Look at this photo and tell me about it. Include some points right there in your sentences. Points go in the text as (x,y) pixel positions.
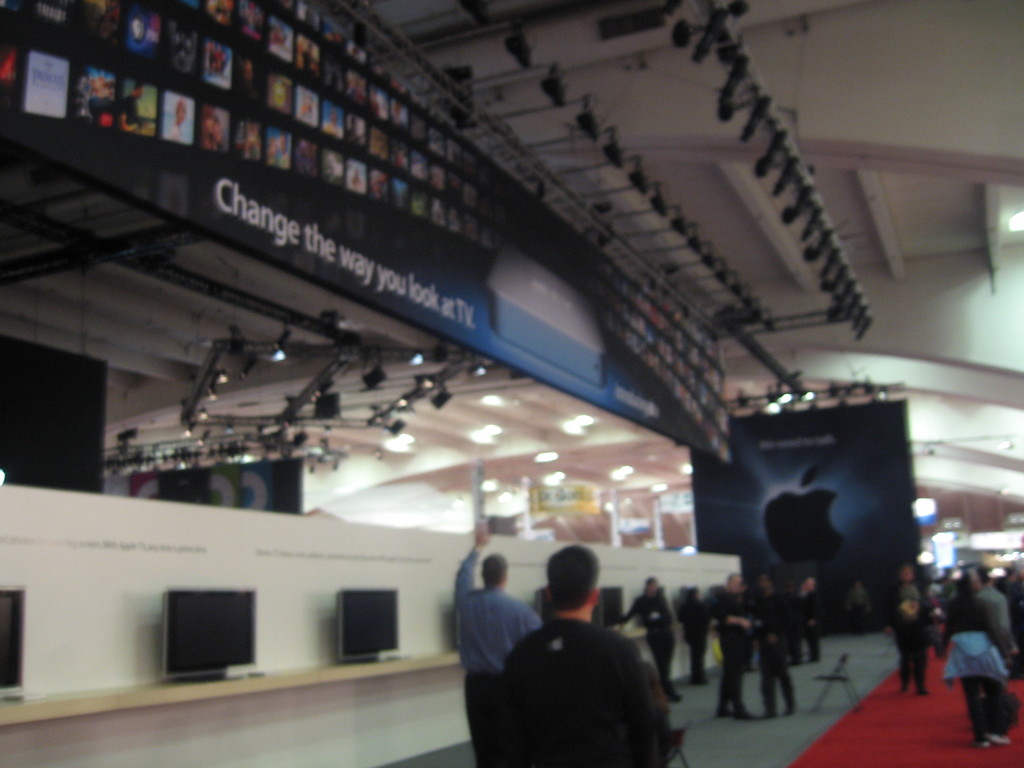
In this image we can see group of people (607,720) standing on the ground (745,673). In the background (10,627) we can see group of monitors (386,647) placed on the table (48,696), set of lights (326,415), hoardings (676,391).
